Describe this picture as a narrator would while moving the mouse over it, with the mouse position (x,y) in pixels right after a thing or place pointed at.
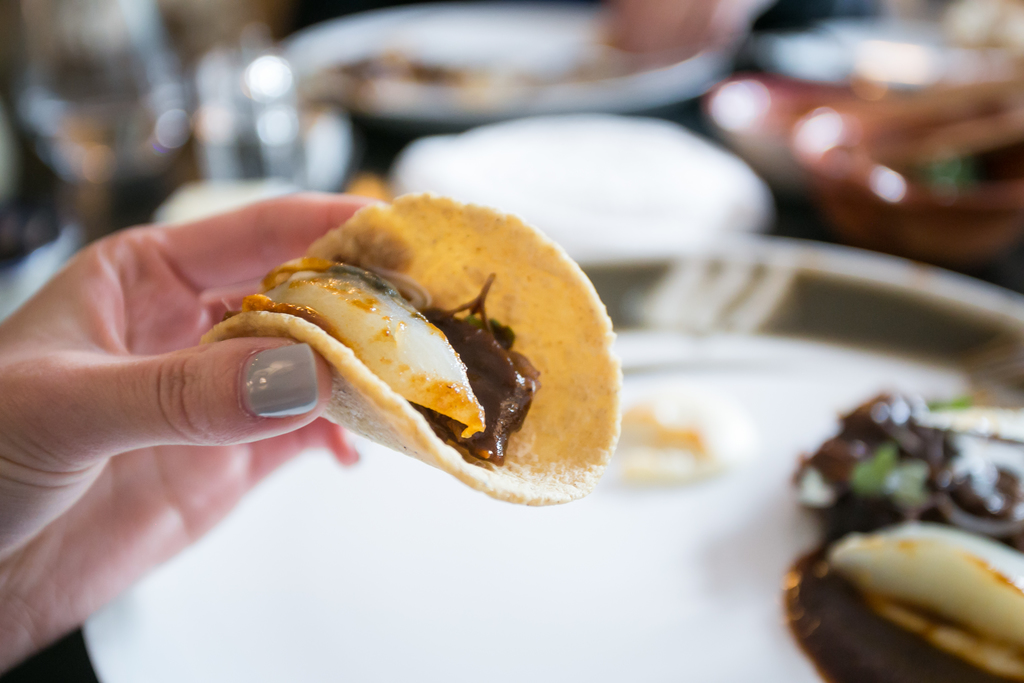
As we can see in the image there are plates (941,59) and dishes (941,518). On the left side (188,413) there is a human hand (244,369).
